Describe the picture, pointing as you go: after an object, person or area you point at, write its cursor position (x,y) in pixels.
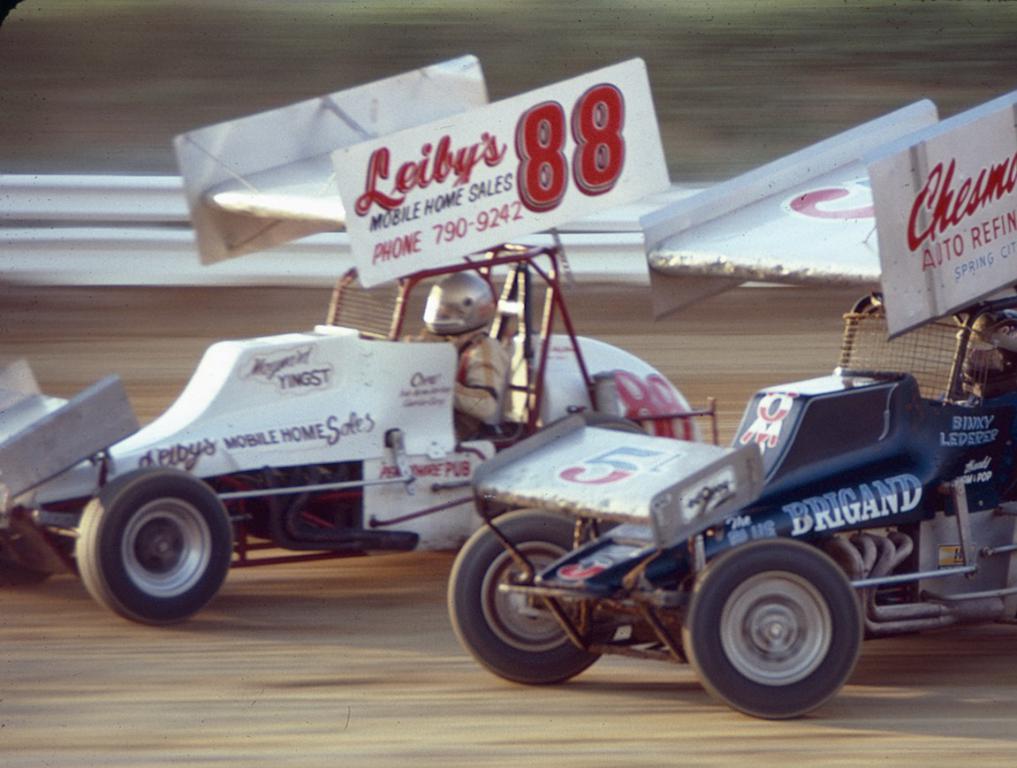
In this image we can see people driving the cars (644,434). There is a road safety barrier (110,233) in the image. There is a blur background (809,77) in the image.
